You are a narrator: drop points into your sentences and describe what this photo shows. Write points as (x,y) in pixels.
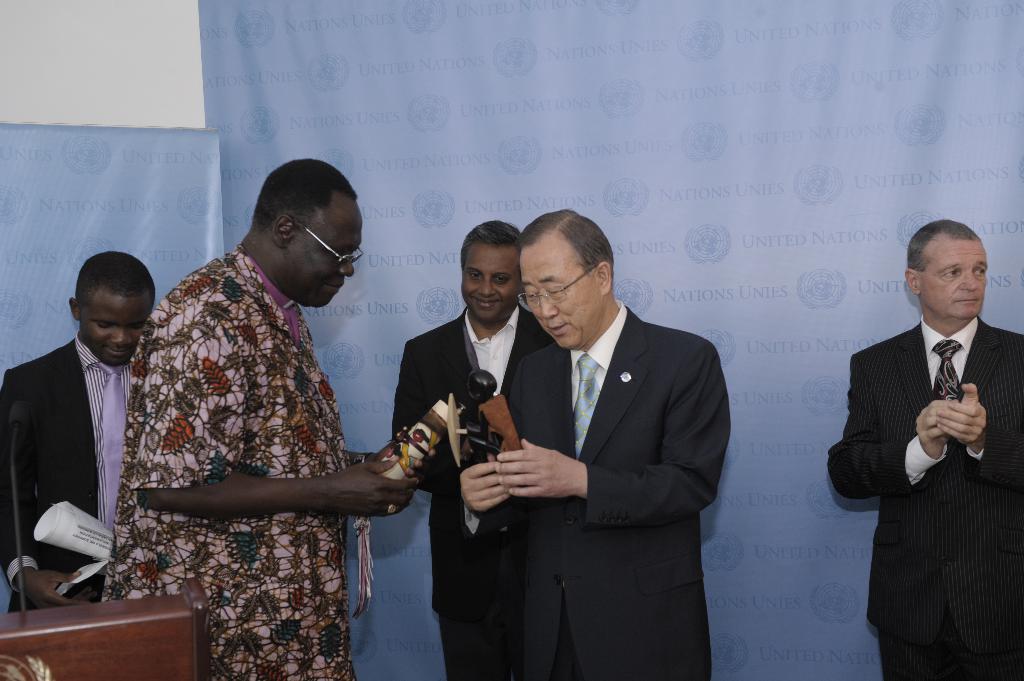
In this image I can see few persons (582,485) wearing black colored blazers (599,443) are standing and a person (272,456) wearing colorful dress (272,456) is standing. I can see two persons (251,397) holding few objects (456,416) in their hands (504,455), a podium (112,627), and microphone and few blue colored banners (574,113) behind them.
